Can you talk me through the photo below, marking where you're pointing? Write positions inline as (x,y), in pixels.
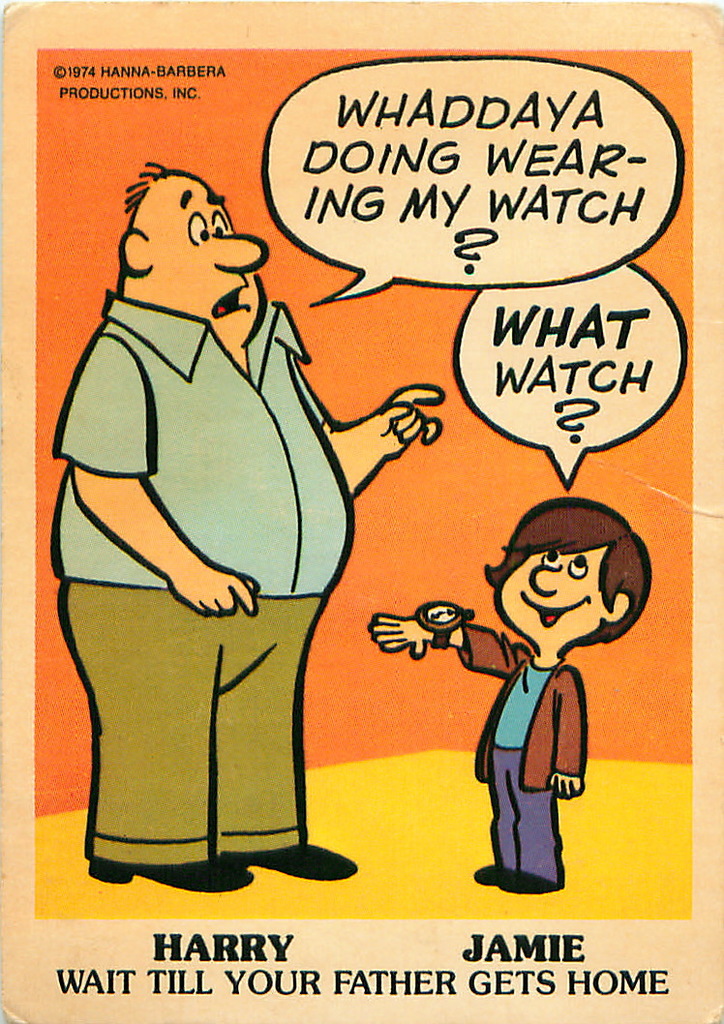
In this picture we can see a book cover (675,639), we can see cartoon images (568,597) of two persons (549,544) and some text (494,193) on this book cover (252,589).
